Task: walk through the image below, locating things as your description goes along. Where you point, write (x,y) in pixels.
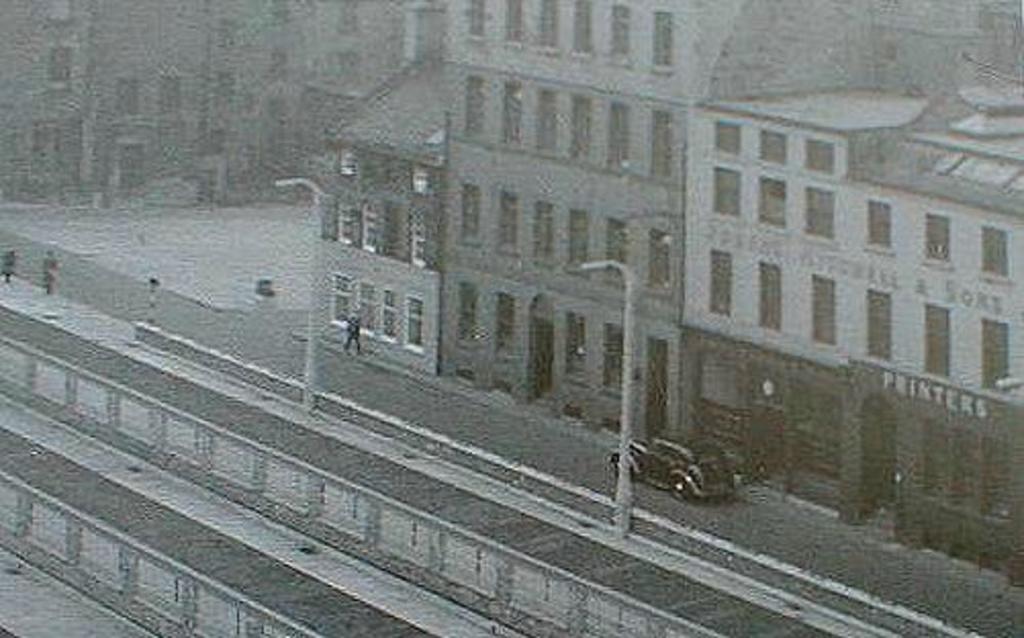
It is a black and white image. In this picture, we can see buildings (761,389), poles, few people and vehicles (675,465). Here we can see some text (958,297) on the building (898,297).
